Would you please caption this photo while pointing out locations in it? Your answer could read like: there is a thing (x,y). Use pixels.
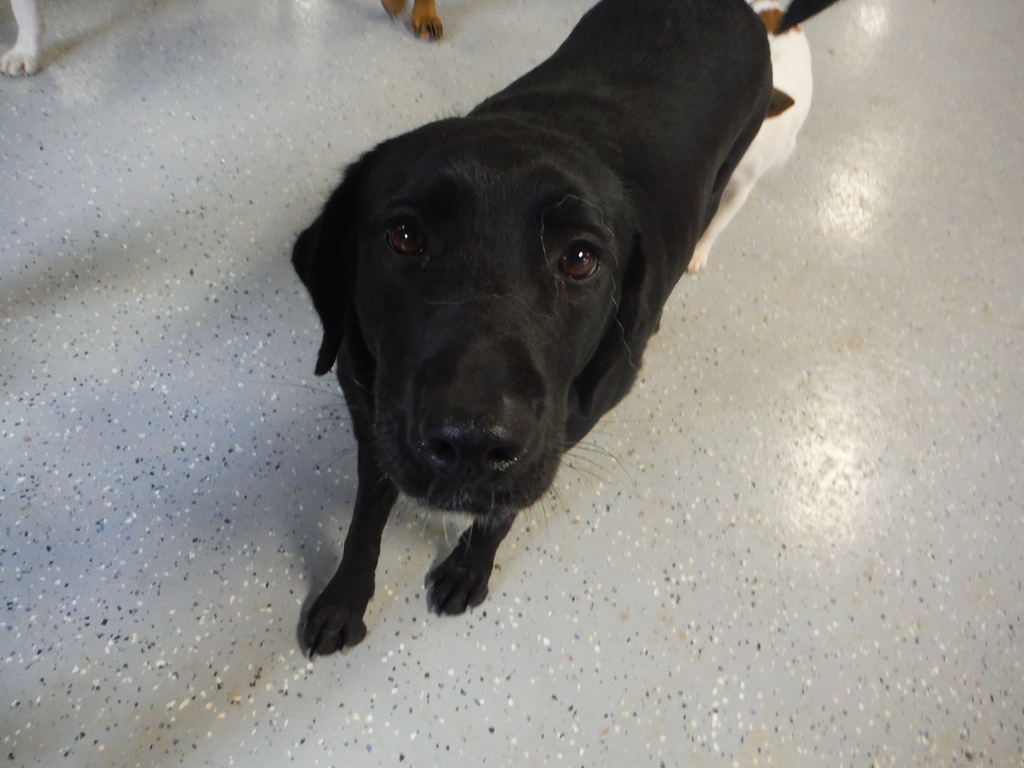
In this image I can see few dogs (591,166) are standing on the floor (563,737). I can see the colour of these dogs (481,189) are black, white and brown.
